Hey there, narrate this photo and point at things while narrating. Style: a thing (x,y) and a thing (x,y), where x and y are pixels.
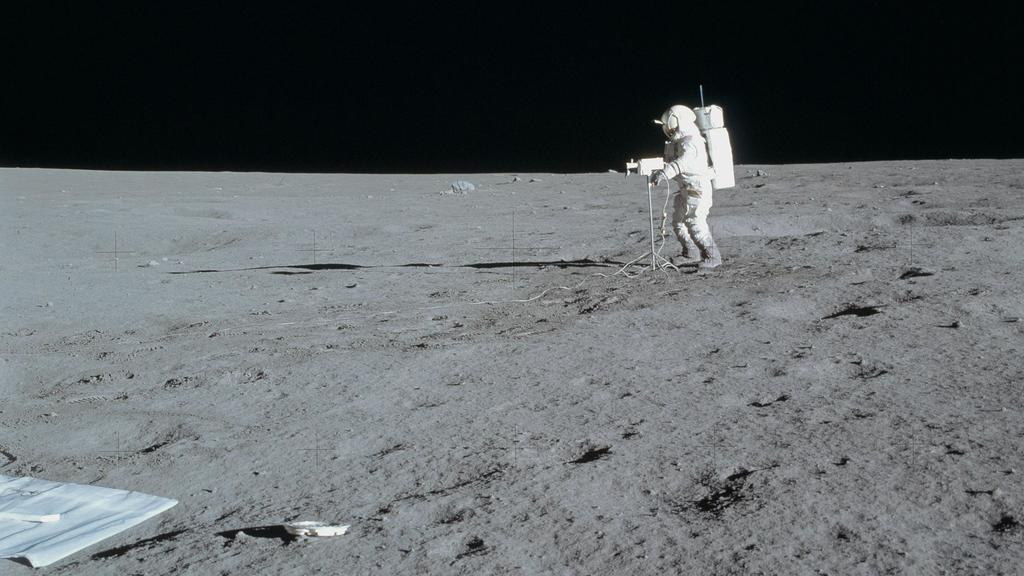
Here on the right (699,143) we can see a person (678,175) in suit (683,162) standing on the ground (740,169) and carrying an object (726,140) on the shoulders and holding an object (656,171) in the hand (659,173) and on the left (19,548) at the bottom corner (16,548) there is an object (125,514) on the ground (134,467).
